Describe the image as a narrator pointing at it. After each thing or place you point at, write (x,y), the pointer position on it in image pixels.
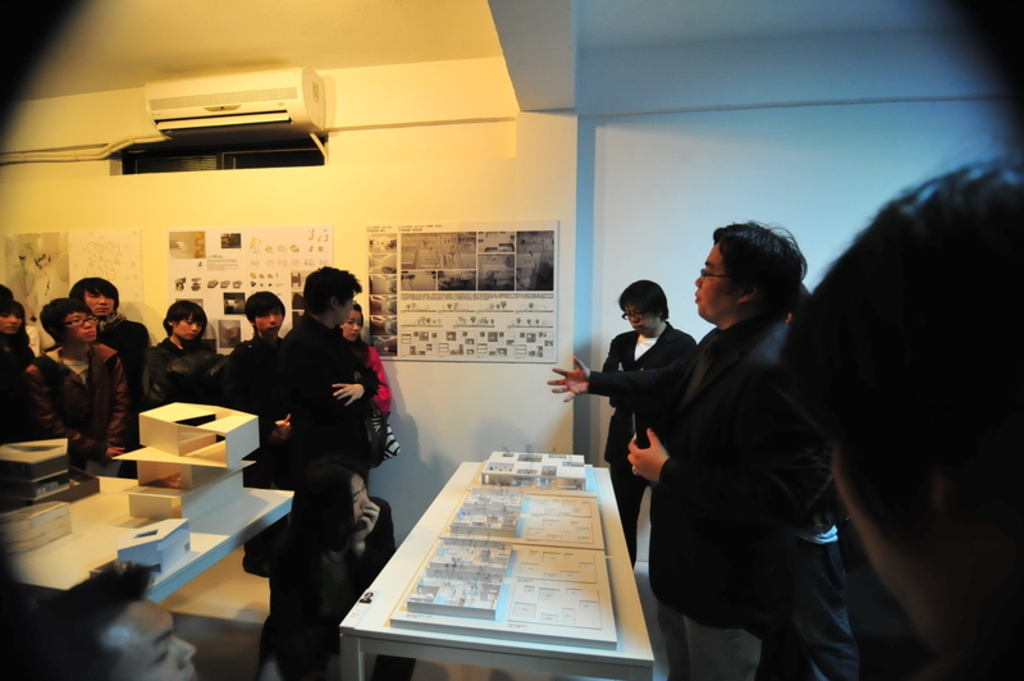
In this picture I can see number of people (84,336) who are standing and I see tables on which there are few things (144,539). In the background (344,173) I can see the wall (735,169), on which there are papers (281,251) and I see few pictures (408,241) on it. On the top left of this image (176,102) I can see an AC (168,80).
